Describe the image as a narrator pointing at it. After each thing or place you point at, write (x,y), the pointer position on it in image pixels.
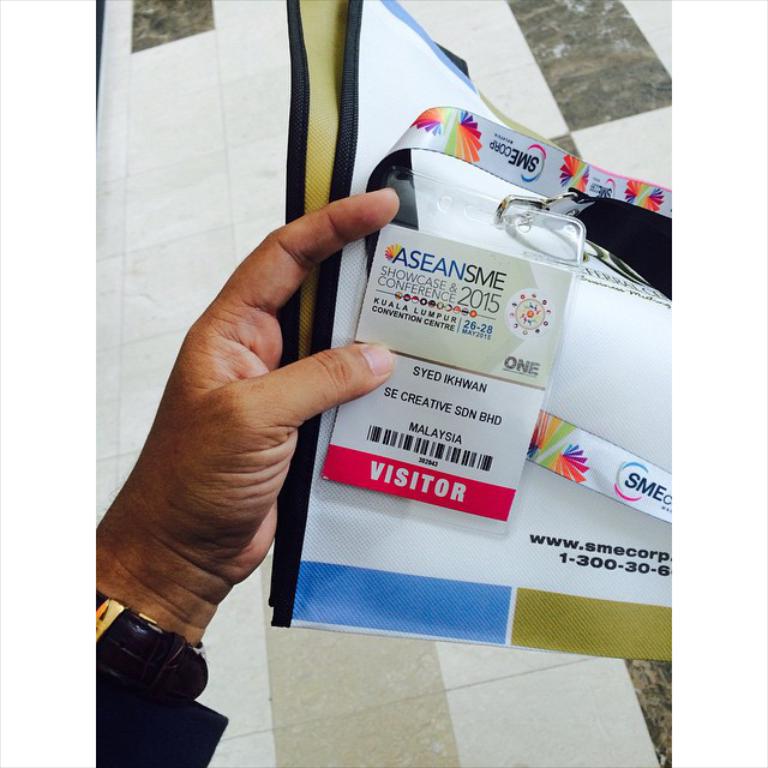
In this image we can see hand (148,553) of a person (180,571) with watch (181,677) and holding papers (483,186) and a tag (468,244). In the background (411,704) there is a floor (321,675).
